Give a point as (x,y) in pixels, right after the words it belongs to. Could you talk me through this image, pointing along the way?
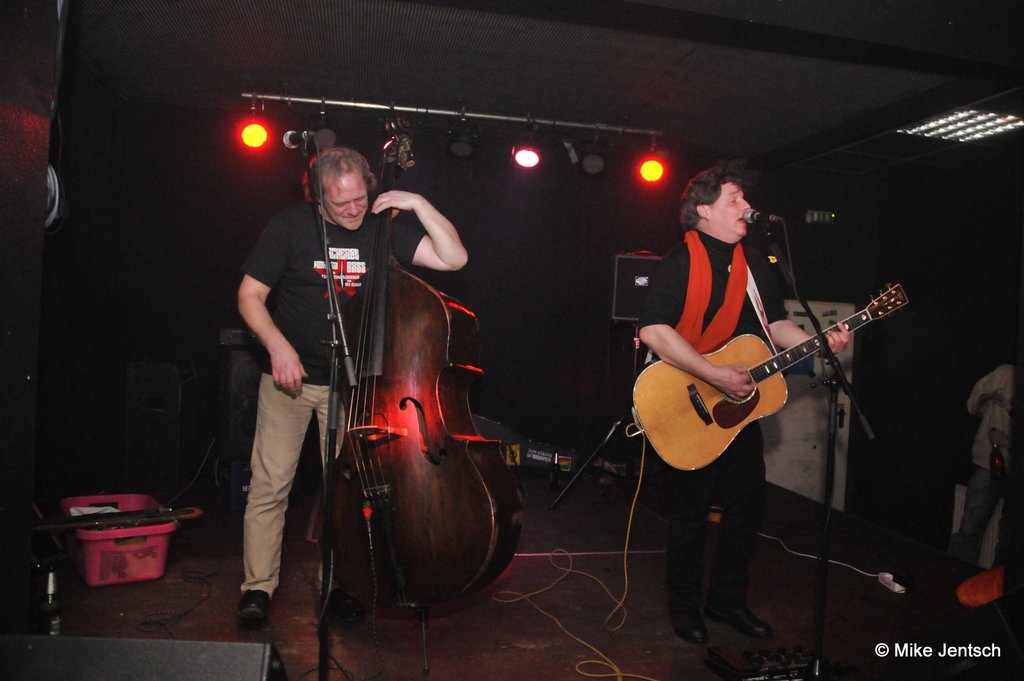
A man (723,218) is singing while playing guitar (746,405). There is a man (365,255) beside him is playing double bass (345,480). There are some musical instruments (225,379) beside them. There are some lights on the top (260,132). There are some people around them.
